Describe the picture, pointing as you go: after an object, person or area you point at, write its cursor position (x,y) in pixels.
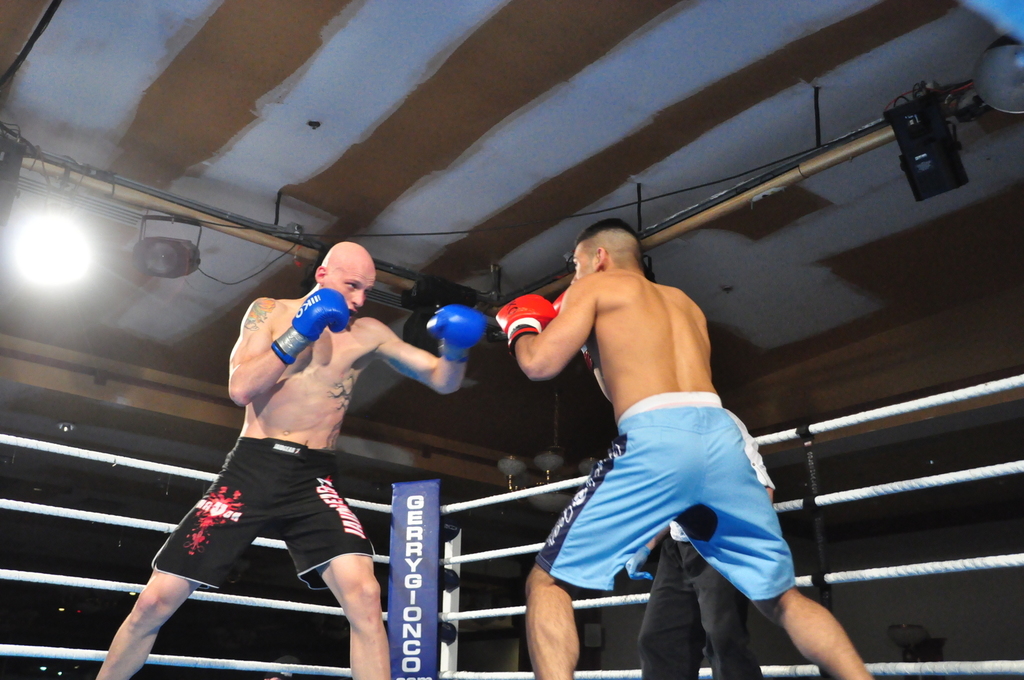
In this image there are two boxers (328,441) fighting with each other in a boxing ring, beside them there is a referee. At the top of the image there are focus lamps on the metal rods (653,229) and there are cables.
